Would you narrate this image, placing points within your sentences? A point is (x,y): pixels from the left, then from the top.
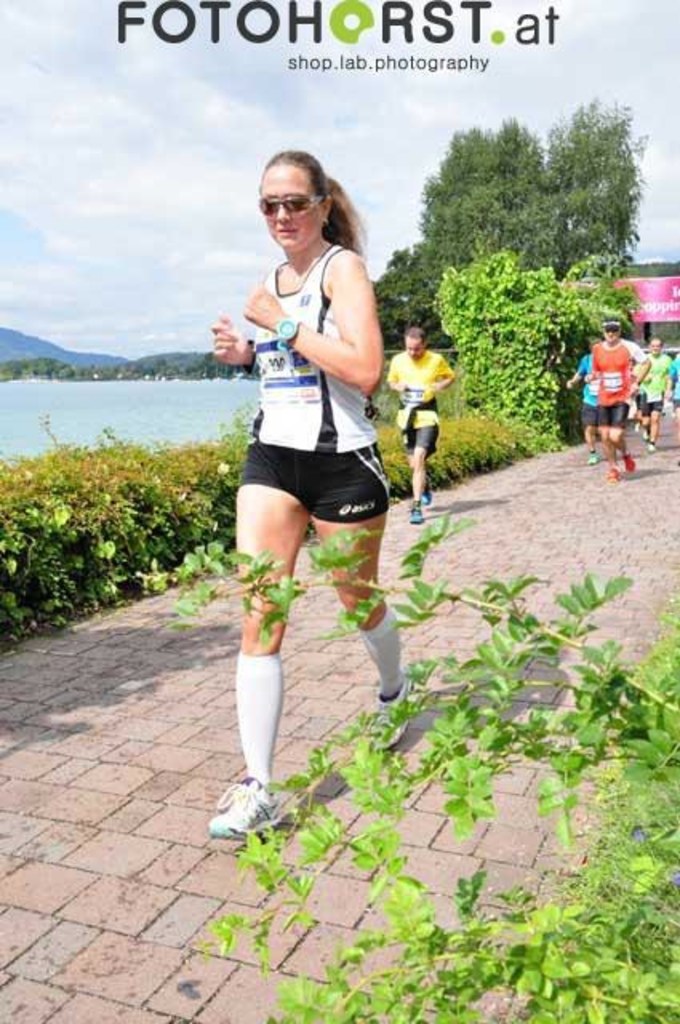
In this image there is a running track (554,555), people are running on the running (628,558) track, beside the running track (453,552) there are plants (466,372) and trees (546,326), beside the plants (381,414) there is a lake (99,395) in the background (86,361) there are mountains (109,363) and a sky (372,85).
